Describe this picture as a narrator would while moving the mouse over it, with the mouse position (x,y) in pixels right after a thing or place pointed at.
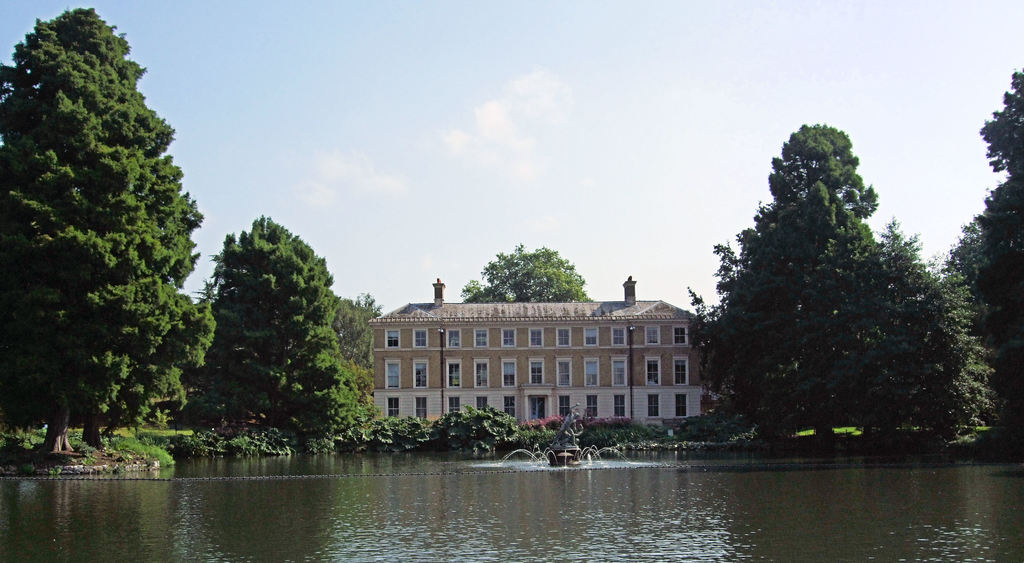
In the picture we can see a lake (763,486) with water (763,486) and around it we can see plants (537,419) and some trees (92,352) and in the middle of the lake (620,489) we can see a fountain (589,448) and behind the plants (587,432) we can see a house building (534,315) with many windows (647,332) and door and behind the building (376,351) we can see a tree (493,282) and sky (515,119) with clouds (515,119).
